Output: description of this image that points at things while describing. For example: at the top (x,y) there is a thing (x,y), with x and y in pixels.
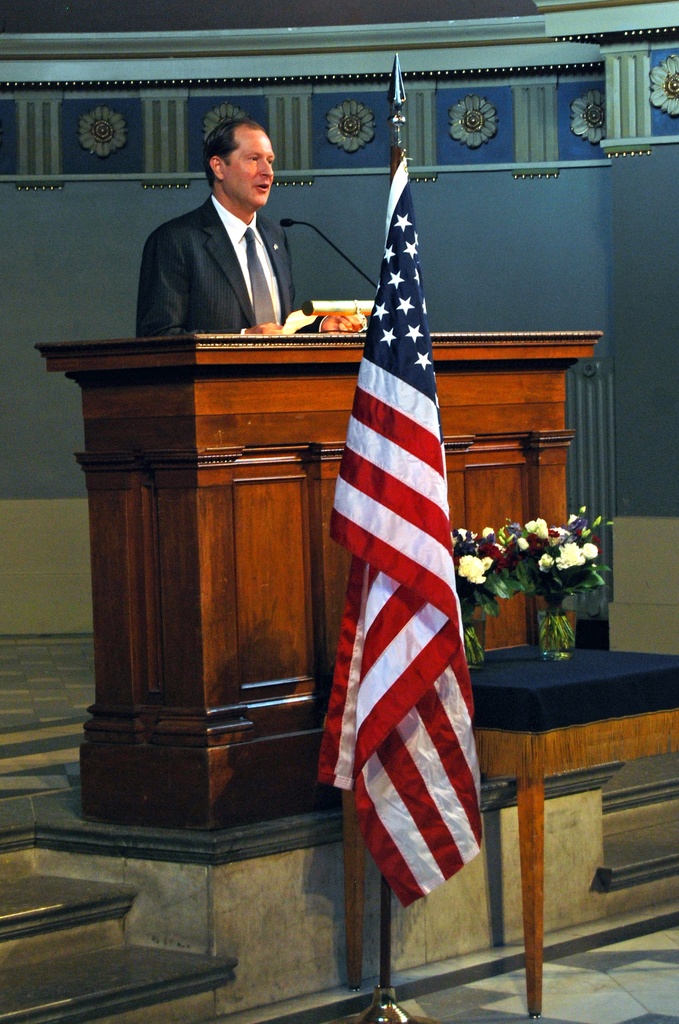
In this picture I can see there is a man (163,278) standing and he is wearing a blazer (225,287), tie (253,270) and a shirt (245,261) and there is a wooden table (289,445) in front of him and there is a microphone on the table (124,403) and there is a flag (413,571) here and there is another table (583,714) with two flower pots (562,627) and there are stairs (69,959) on to left (99,1020) and in the backdrop (76,197) there is a wall (460,191).
